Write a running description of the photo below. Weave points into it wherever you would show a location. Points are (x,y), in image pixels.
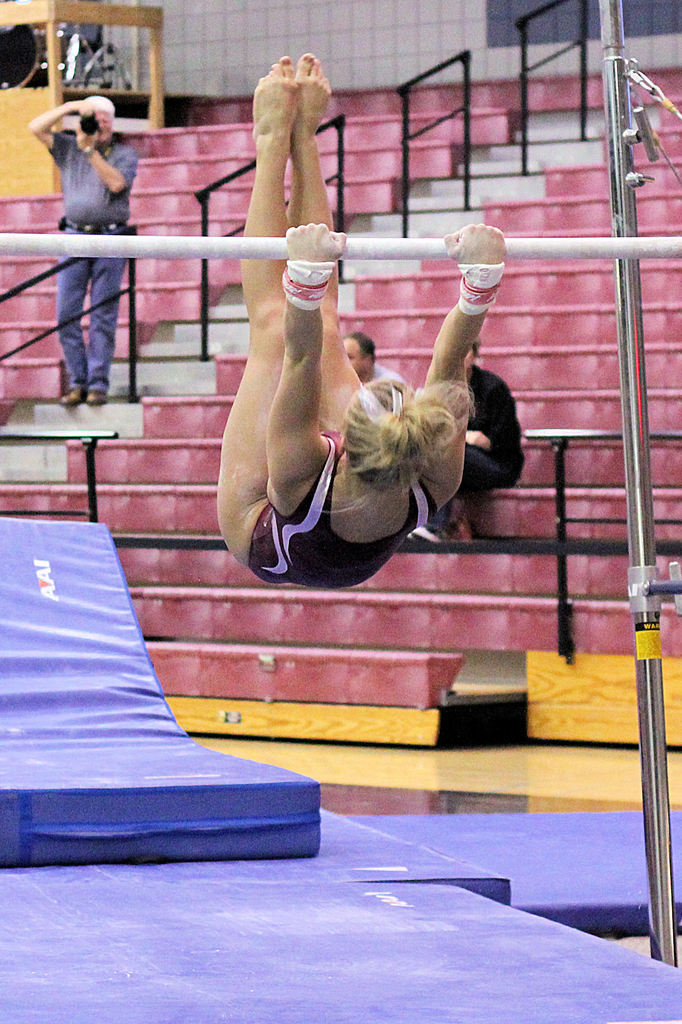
In this image we can see a woman (328,427) doing gymnastics, there are two persons (468,431) sitting on the stairs (571,452) and also we can see a person (90,101) standing and taking a photograph, there are some blue color objects (247,934) and in the background (166,59) we can see a booth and the wall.
